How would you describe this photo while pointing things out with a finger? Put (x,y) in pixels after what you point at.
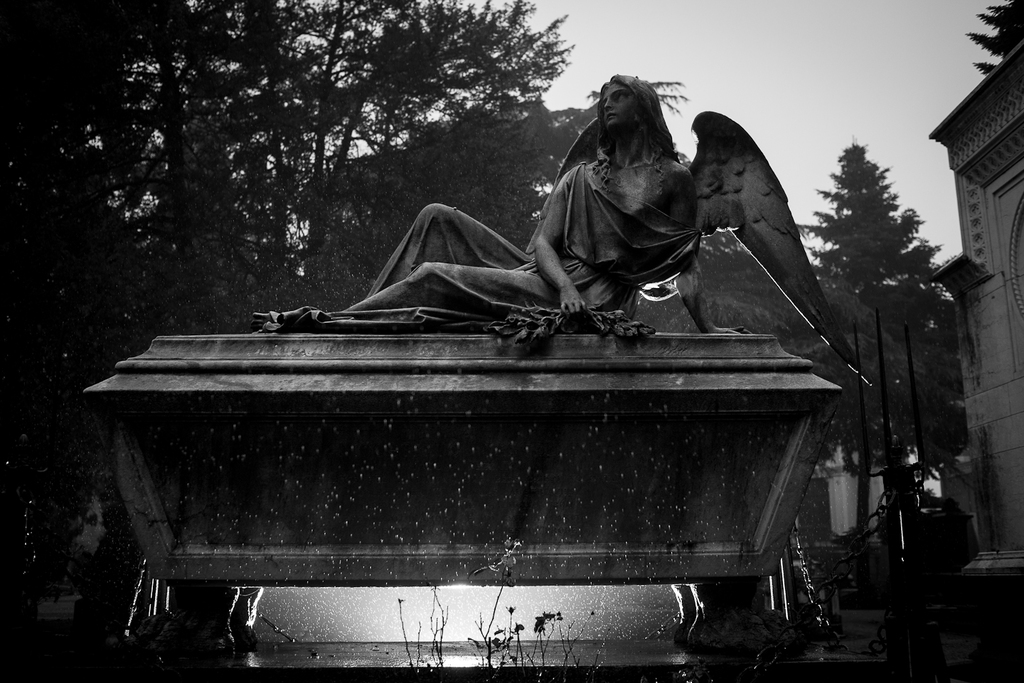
This is a statue (595,261) of a woman (617,205) having a wings (742,201) on the desk (547,399) which is placed on the land (365,663). Behind the statue (416,305) there are some trees (352,127). To the side of the statue (706,205) there is a wall (987,288). And in the background (953,83) we can observe sky (772,47).
